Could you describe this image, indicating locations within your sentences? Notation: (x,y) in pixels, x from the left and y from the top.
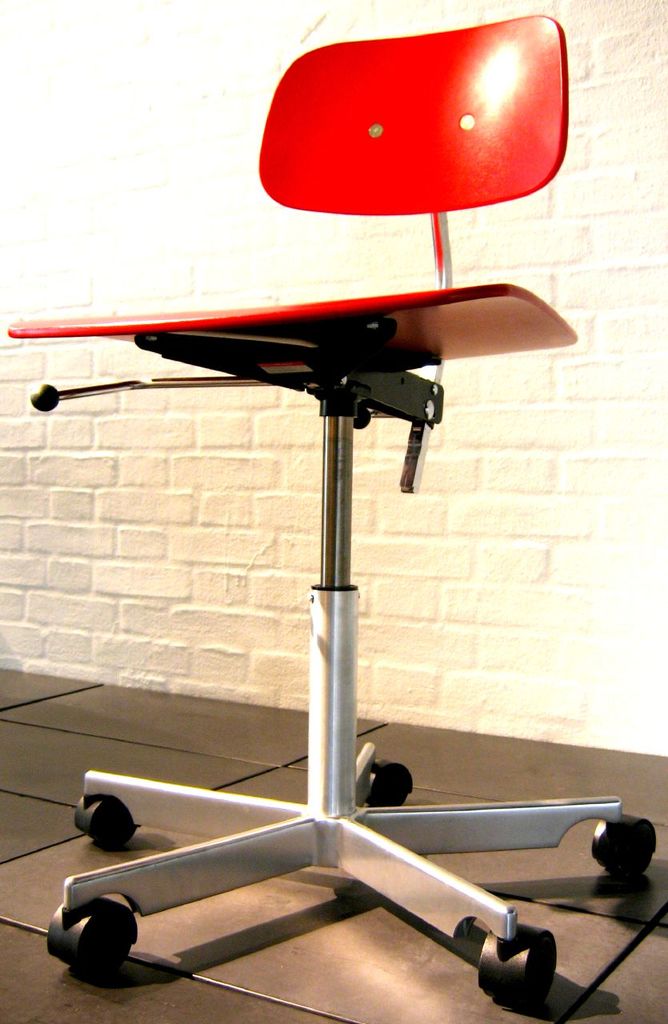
There is a chair (417,312) in the foreground area of the image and a wall (233,261) in the background (146,296).
